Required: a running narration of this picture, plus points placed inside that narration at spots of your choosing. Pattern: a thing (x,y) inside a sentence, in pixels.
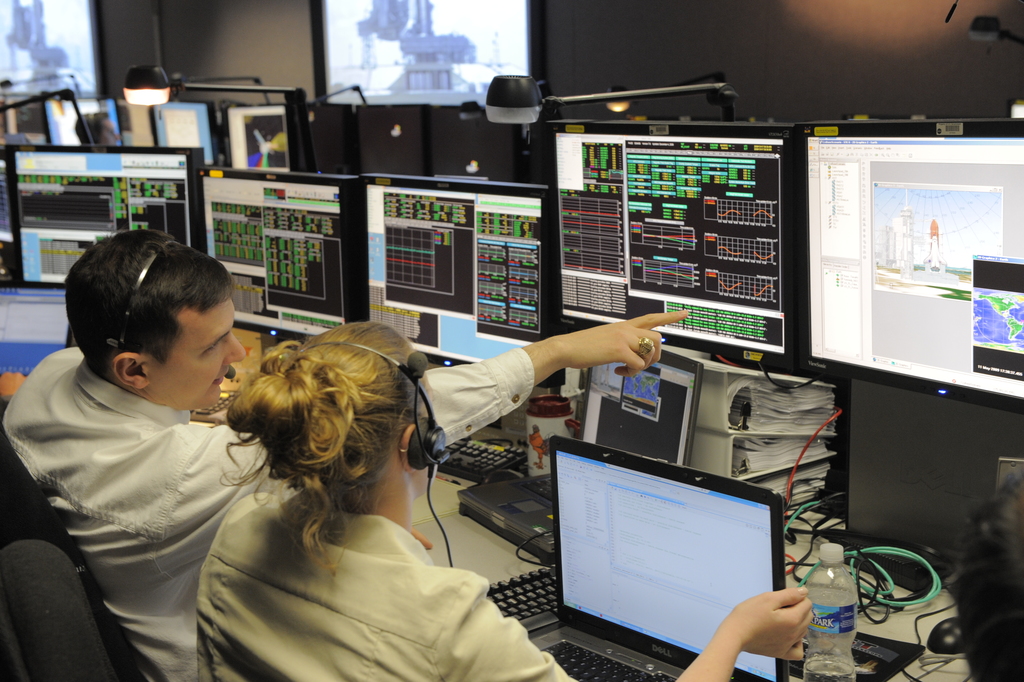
In this picture there are monitors (664,217) in the center of the image (394,268) and there is a man (102,421) and a woman (359,424) on the left side of the image (185,524).
